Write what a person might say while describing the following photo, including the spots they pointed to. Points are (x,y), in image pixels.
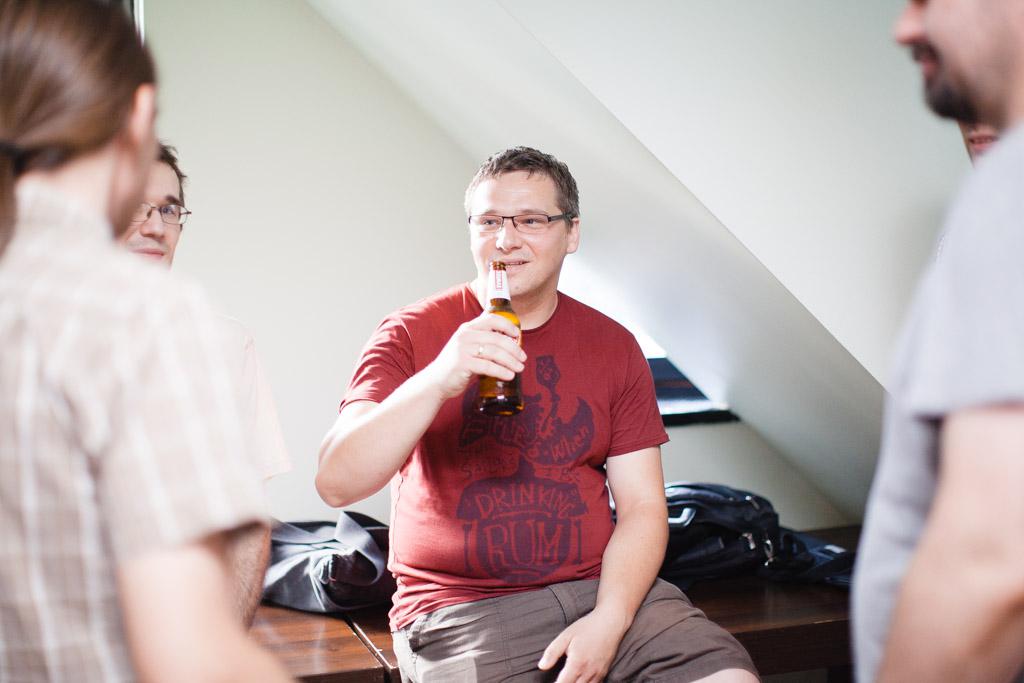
In the center of the image (455,434) there is a person (494,474) holding a beverage (479,396) and sitting on the table (792,664). On the right side of the image (966,386) we can see a person (950,386). On the left side of the image (54,536) there are persons (101,563). In the background (751,463) there is a sloped ceiling (626,197), bags (282,560) and wall (333,267).
